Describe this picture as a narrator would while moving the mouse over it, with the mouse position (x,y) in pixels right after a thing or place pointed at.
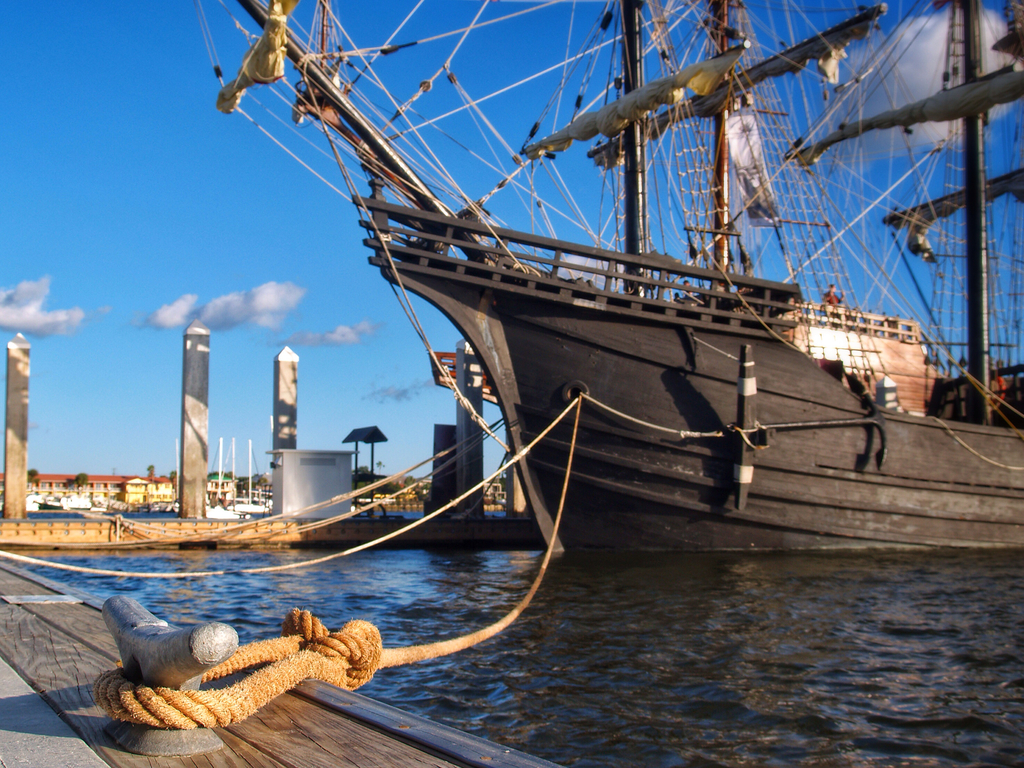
In this image there is a ship (640,456) on the river (397,597) and it is connected with ropes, behind that there is a bridge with some objects (293,495) and pillars (23,453) on it. In the background (499,500) there are buildings (84,486) and the sky (222,317).
